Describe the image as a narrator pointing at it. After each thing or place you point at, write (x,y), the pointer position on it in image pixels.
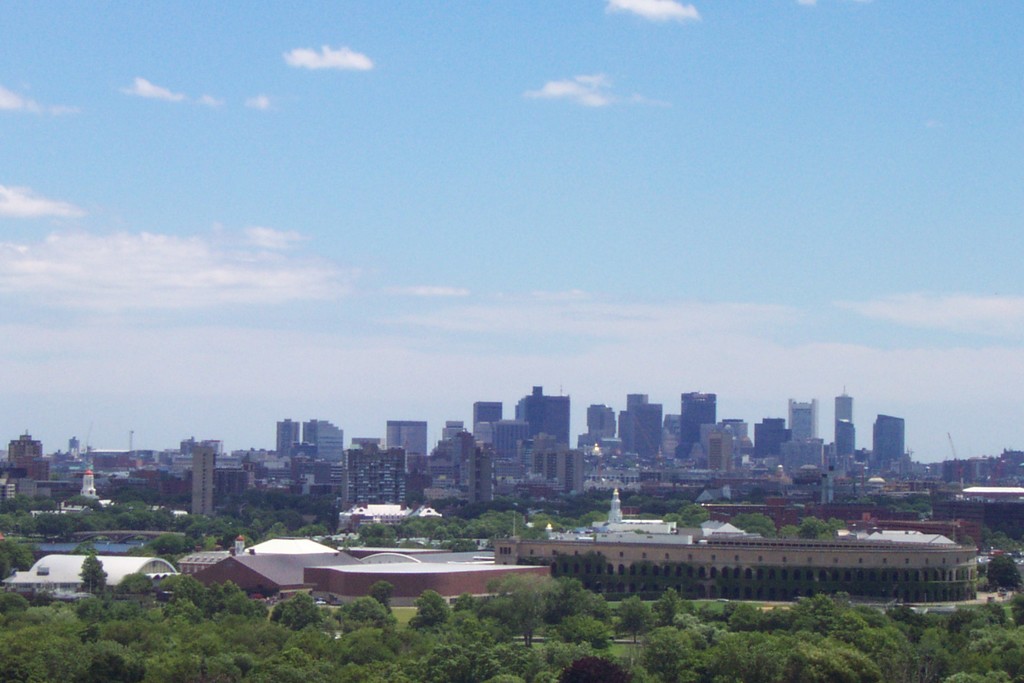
In this image, I can see the view of a city (360,457) with the buildings (520,463) and the trees (738,659). In the background (214,410), there is the sky (504,355).
